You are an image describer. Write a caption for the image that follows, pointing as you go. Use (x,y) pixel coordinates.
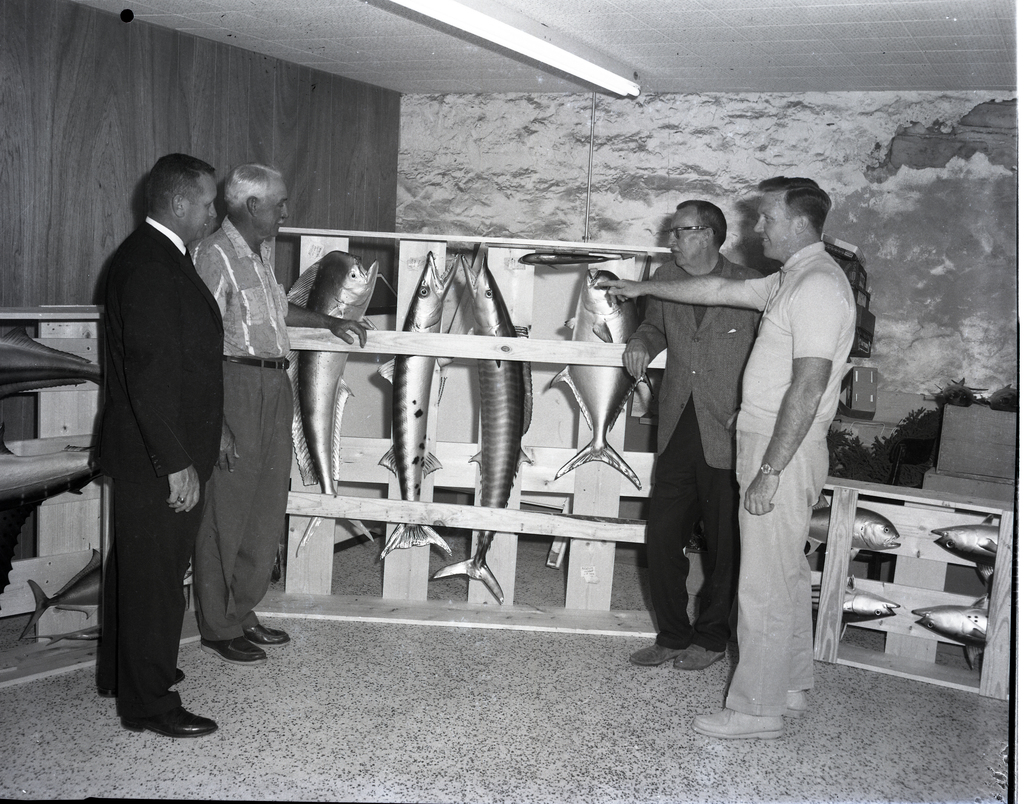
This is a black and white image. There are four men (231,321) standing. I think these are the sculptures (340,266) of different types of fishes (87,364), which are on the wooden box (532,605). This looks like a wall (487,147). I think this is the tube light (582,68), which is attached to the roof (655,51).
